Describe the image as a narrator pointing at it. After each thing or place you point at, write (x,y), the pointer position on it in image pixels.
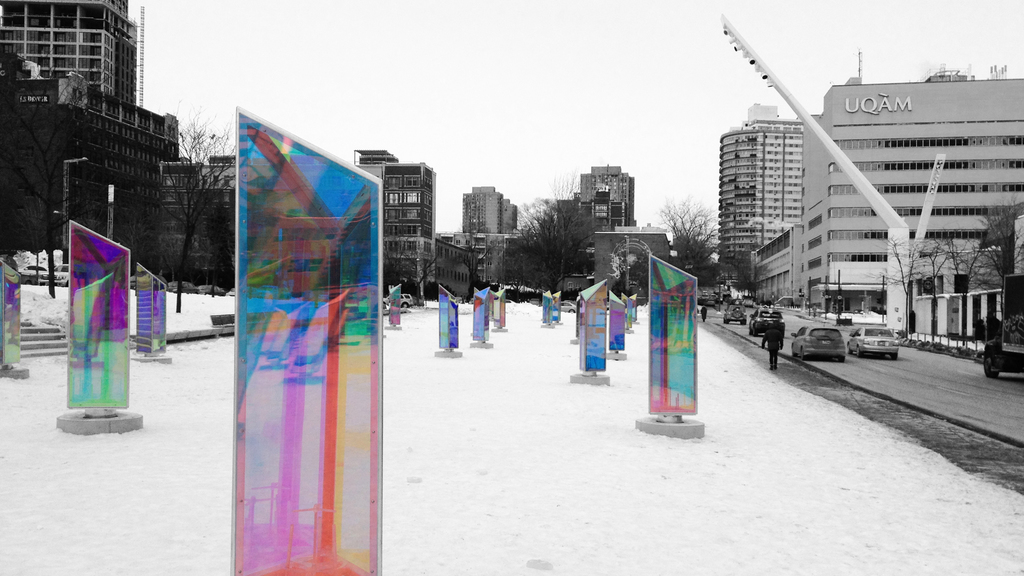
On the ground (509,433) there is snow (493,459). On the snow (464,436) there are glass walls (353,307) on the stands (662,427). On the right side (902,358) there is a road (884,358). On the road (926,358) there are many vehicles (764,322). In this image we can see many trees (532,237). Also there are buildings (757,177). In the background (593,105) there is sky (492,43). On the left side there are steps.
